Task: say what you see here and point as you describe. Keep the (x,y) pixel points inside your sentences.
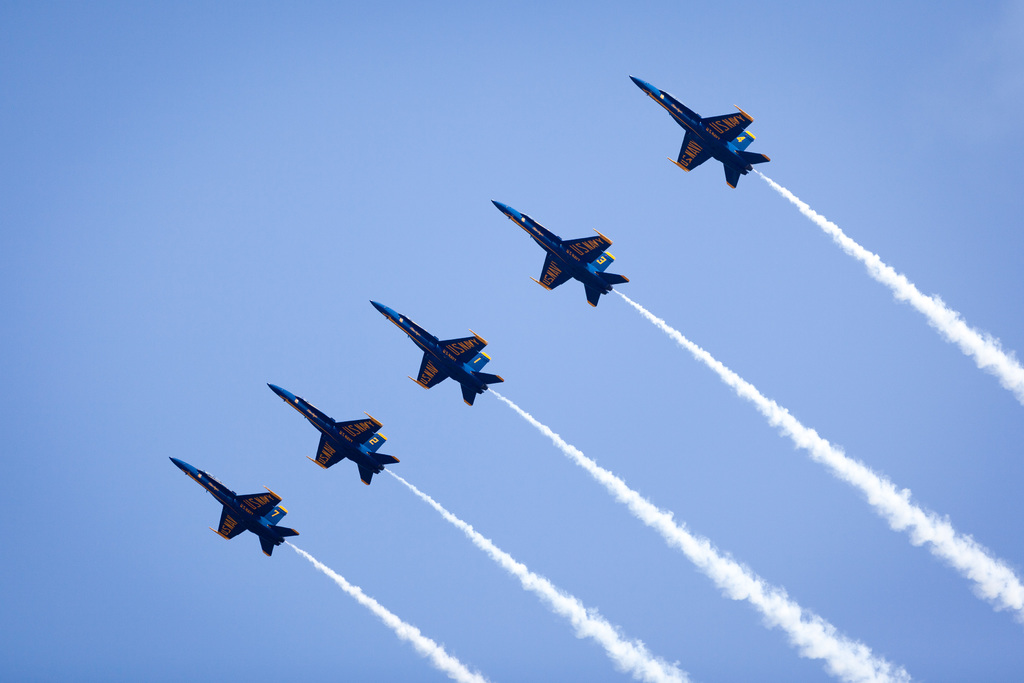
This picture shows few jet planes (596,232) releasing smoke (837,634) all are blue and yellow in color and we see blue sky (369,189).
